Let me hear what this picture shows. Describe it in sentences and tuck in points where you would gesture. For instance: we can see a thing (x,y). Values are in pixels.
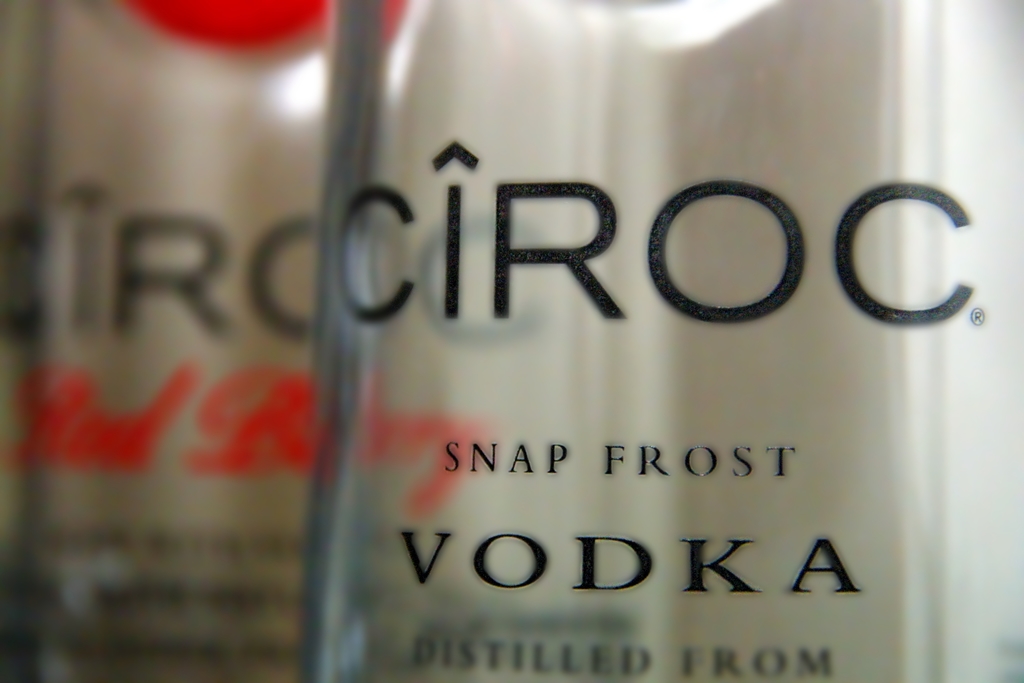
In this image we can see bottles (554,294) with some text (188,376).
